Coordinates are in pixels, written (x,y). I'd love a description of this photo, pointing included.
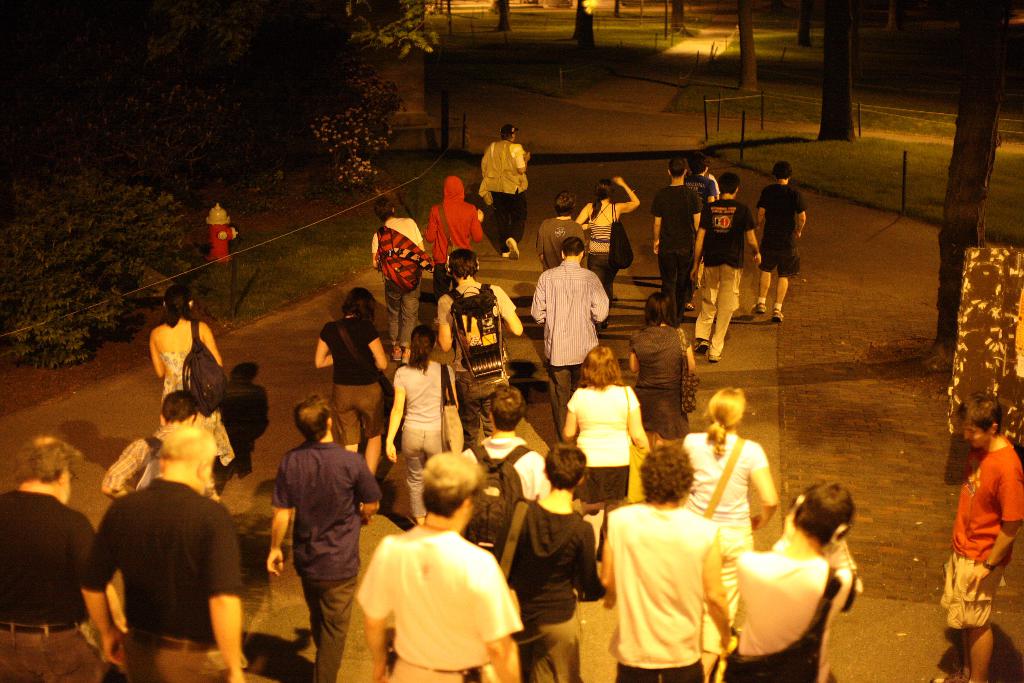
In the picture we can see a public (655,563) are walking on the path (893,638), besides, we can see some grass surface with some plants (45,246) and trees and in the background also we can see some path (836,236) with grass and poles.
